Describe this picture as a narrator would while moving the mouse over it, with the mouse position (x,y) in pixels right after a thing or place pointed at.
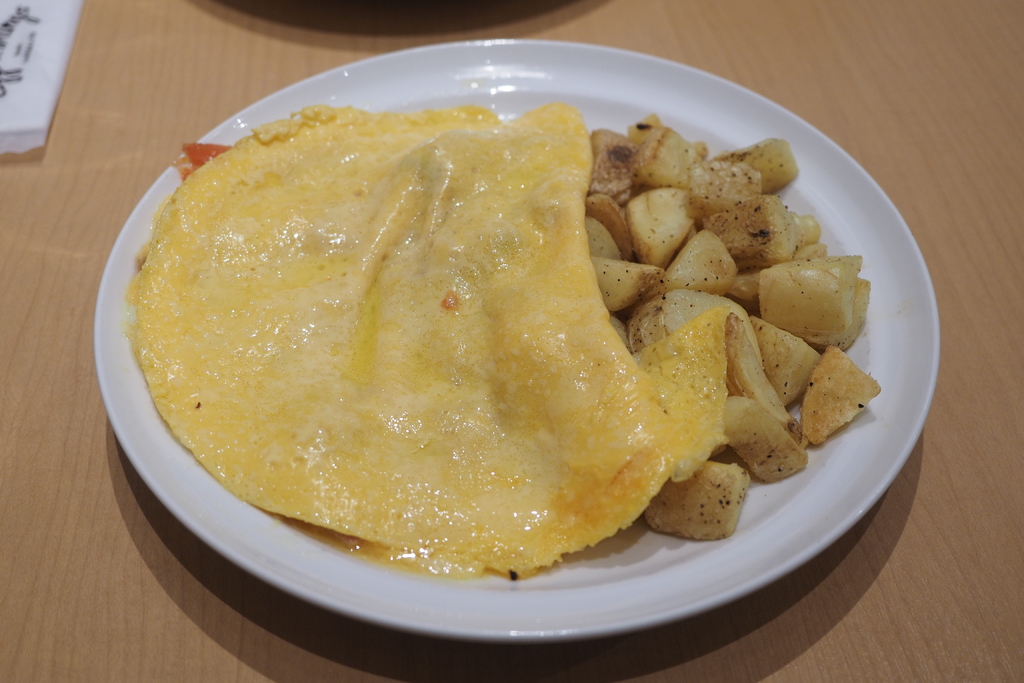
In this image I can see the plate (583,600) with food (565,309). The plate (661,554) is in white color and the food (575,316) is in yellow color. To the side I can see the white color object (65,56). These are on the brown color surface (20,154).
